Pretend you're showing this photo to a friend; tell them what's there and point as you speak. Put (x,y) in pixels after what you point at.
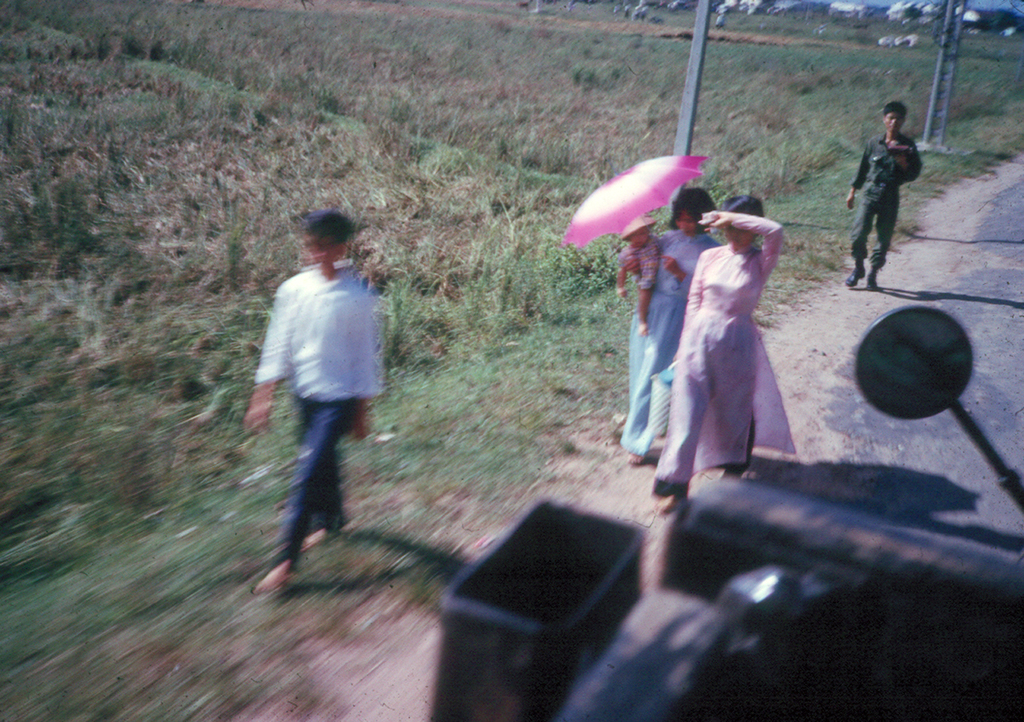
In this image we can see men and women (665,277) are walking on the road (870,292). In the background (211,146), we can see grassy land (585,144) and poles (952,61). It seems like a vehicle (863,574) in the right bottom of the image (832,602).
